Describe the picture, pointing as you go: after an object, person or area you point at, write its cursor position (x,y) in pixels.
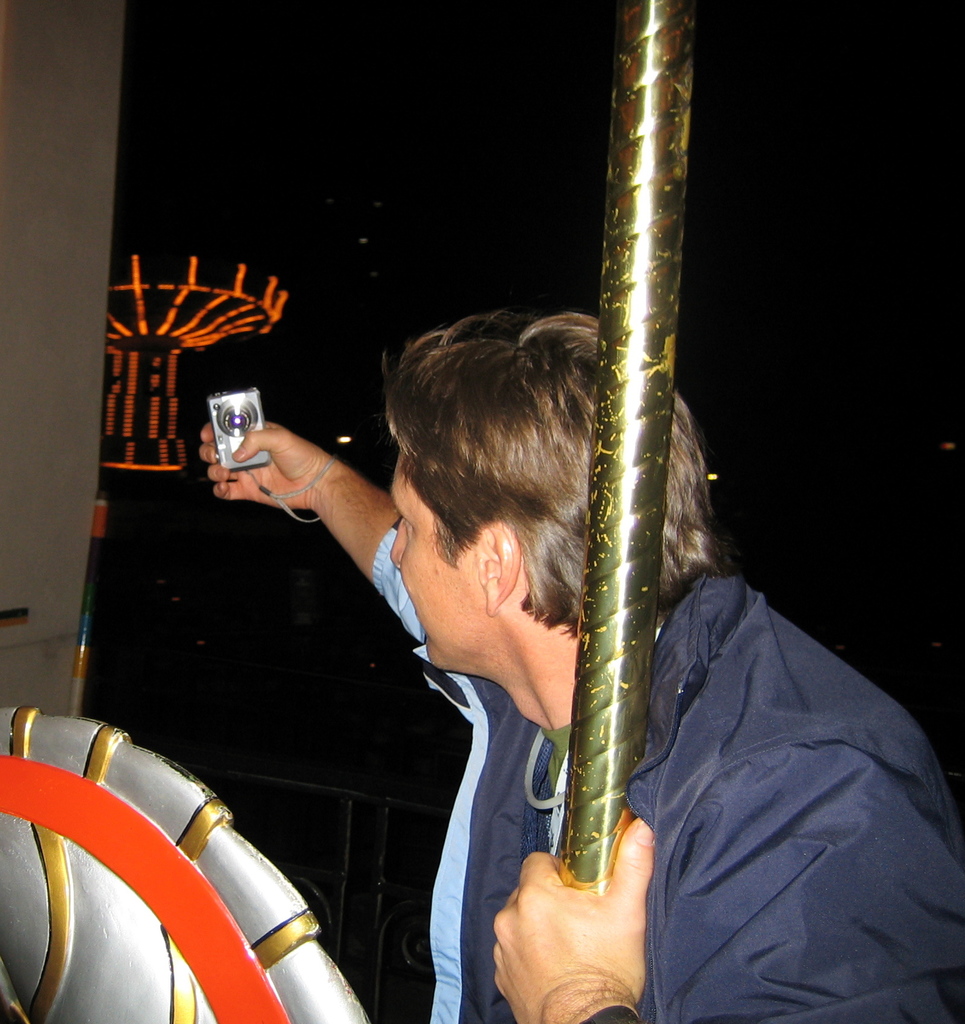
Here we can see a man (382,573) holding a camera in his hand (210,486). In the background (129,390) there are lights (178,350) on an object (147,371), wall (46,403) and a fence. We can see a person hand (539,928) holding a pole (607,572) and on the left (93,860) at the bottom corner (126,844) we can see an object (126,844).
